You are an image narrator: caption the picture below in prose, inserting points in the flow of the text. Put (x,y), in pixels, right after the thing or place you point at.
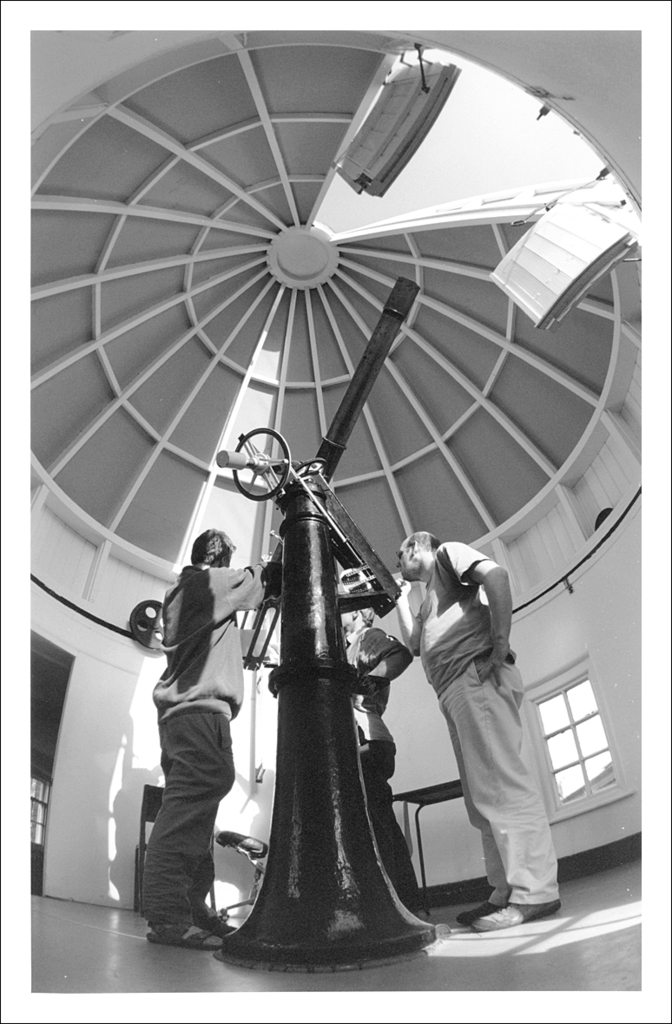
In this picture there are people (475,614) in the center of the image (433,664) and there is a telescope (360,857) in the center of the image (330,657), there is an open roof area (413,60) at the top side of the image (357,163).
